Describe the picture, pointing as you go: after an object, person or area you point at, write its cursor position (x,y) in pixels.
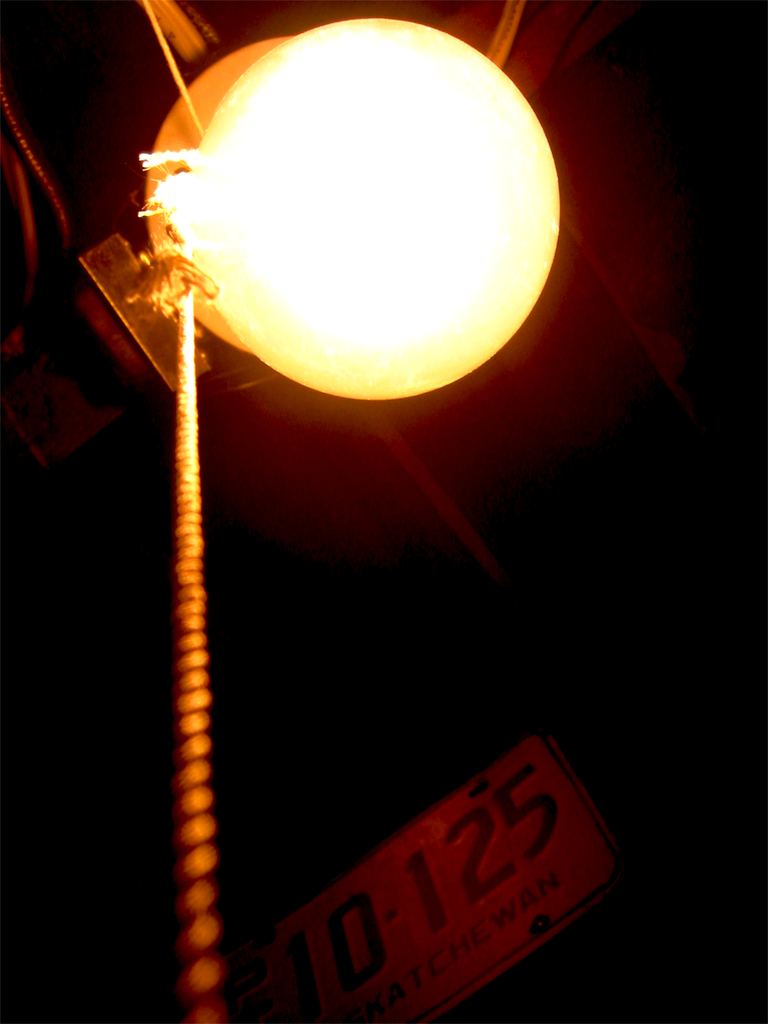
In the foreground of this image (186,542), there is a rope (185,767) and a light (440,276) at the top (475,124). In the dark background (447,899), there is a board (424,893).
